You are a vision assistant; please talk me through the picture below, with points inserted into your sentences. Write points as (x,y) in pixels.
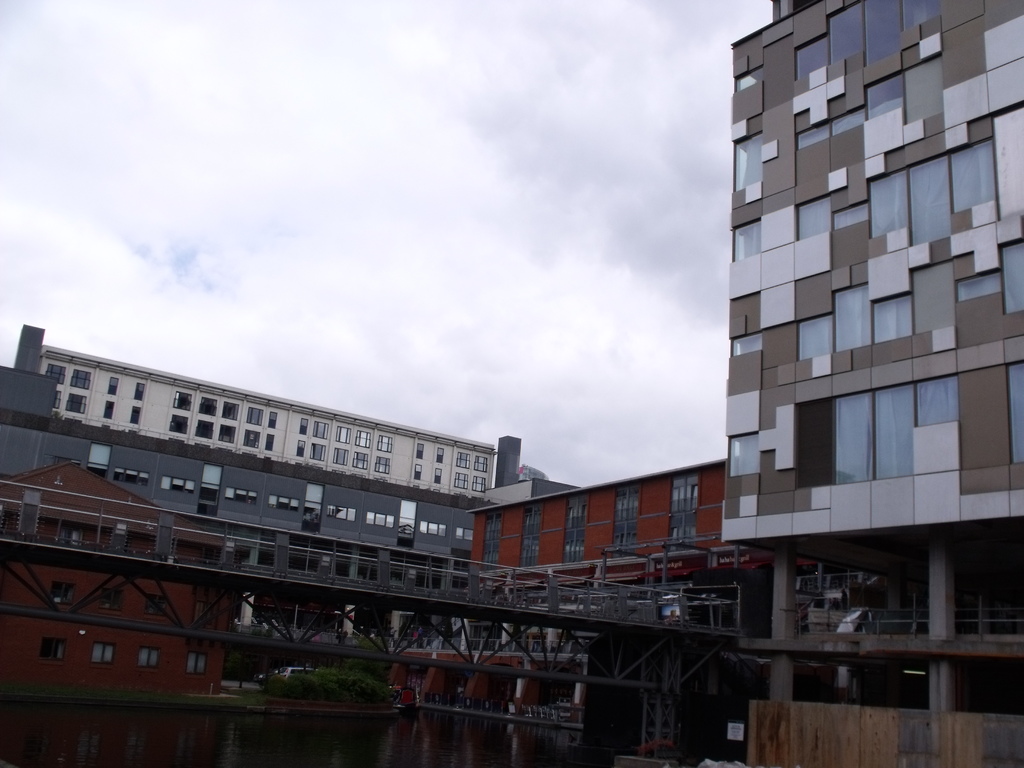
In this image, there are a few buildings (803,523). We can see the bridge (668,624). We can also see some grass (239,695), plants (349,688). We can also see some water (309,740) and the sky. We can also see the ground (226,701) with some objects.
